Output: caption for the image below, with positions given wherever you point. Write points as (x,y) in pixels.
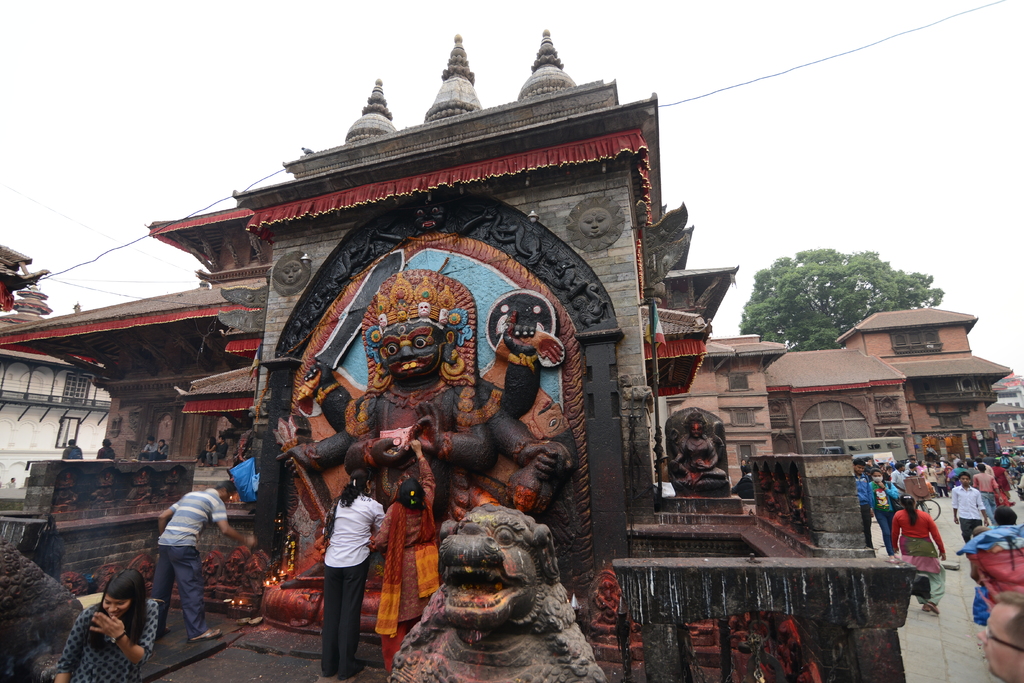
In the foreground of this image (452,412), there is an idol (447,447) to a building (384,170) and few persons (333,592) are standing. On the right (921,540), there are persons (973,558) walking on the pavement (973,592). In the background (812,393), there are buildings (1,337), a tree (833,284), cable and the sky (758,160).
